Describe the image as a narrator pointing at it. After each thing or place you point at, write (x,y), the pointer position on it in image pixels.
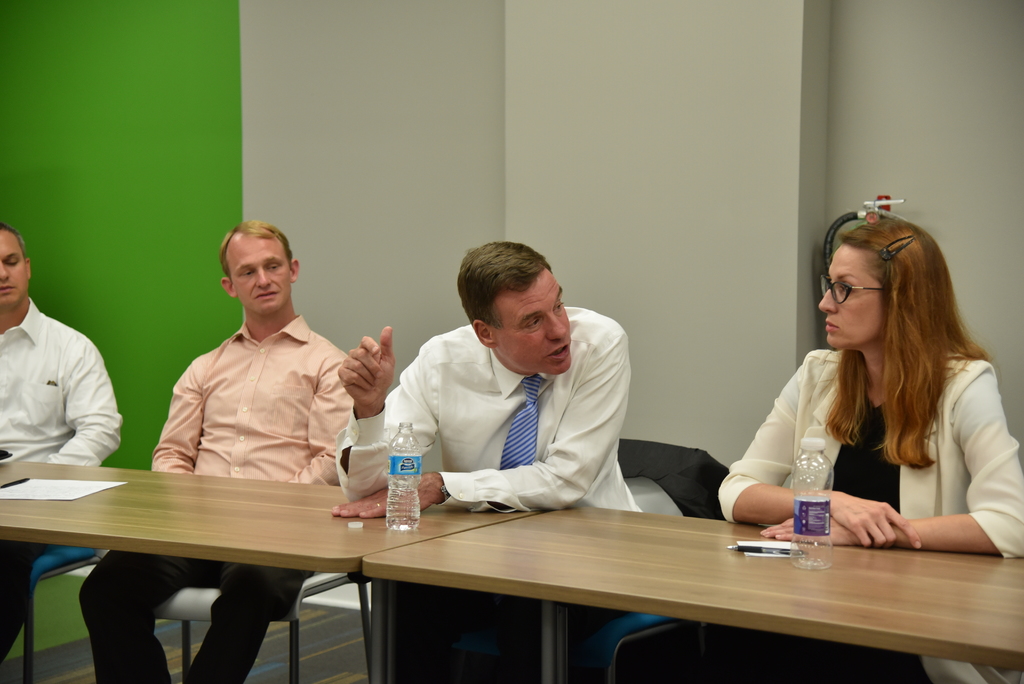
In this image we can see people (589,428) sitting on the chairs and tables (634,527) placed in front of them. In the background (671,155) we can see walls (574,200), disposal bottles (803,556), paper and pens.
